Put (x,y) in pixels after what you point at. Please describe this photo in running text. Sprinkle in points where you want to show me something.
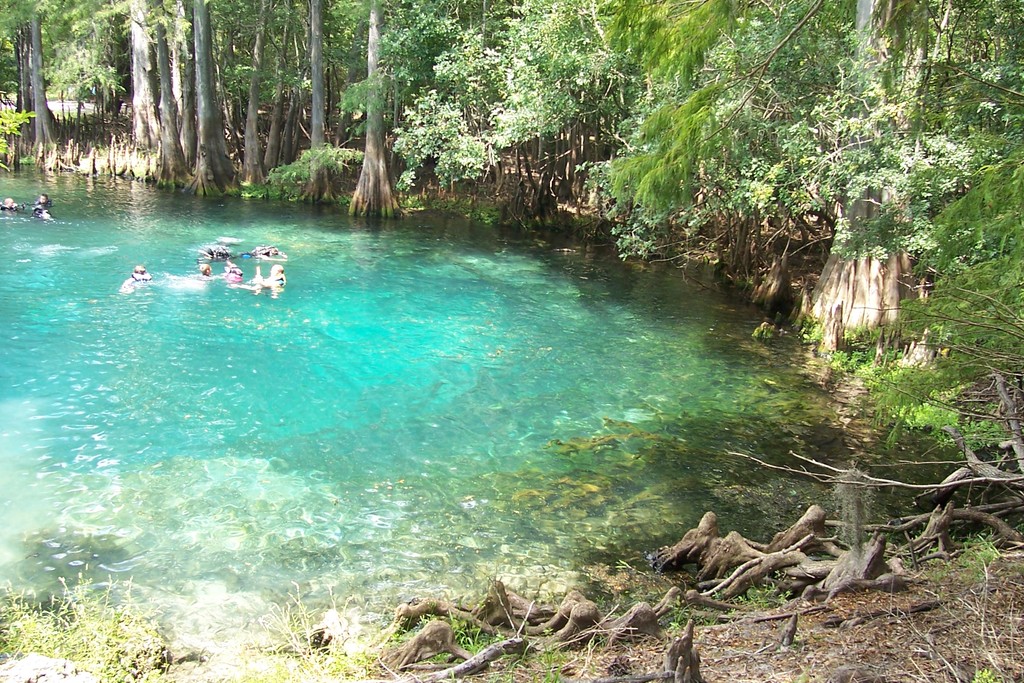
In the center of the image (371,356) there is water (316,331), there are people (281,281) swimming. In the background of the image (280,119) there are trees (660,135). At the bottom of the image (687,614) there are tree trunks (648,623) and plants (90,630).
